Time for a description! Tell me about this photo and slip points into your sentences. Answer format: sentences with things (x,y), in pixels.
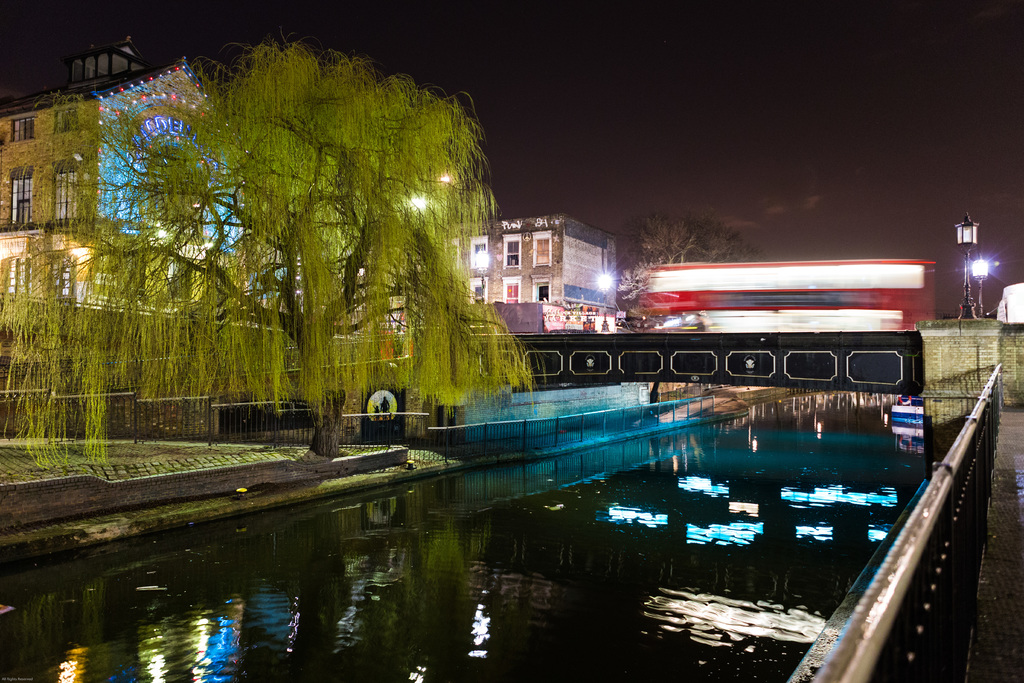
On the right side of the image (880,651) there is railing (868,654). Beside the railing (985,406) there is water (547,526). Above the water (765,446) there is a bridge (717,369) with poles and lights (963,223). And on the left side of the image (194,418) there is a railing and also there are trees (278,206). There are buildings (113,131) with walls (87,121), windows (97,65), doors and lights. And in the background (628,259) there is a sky (579,114).
